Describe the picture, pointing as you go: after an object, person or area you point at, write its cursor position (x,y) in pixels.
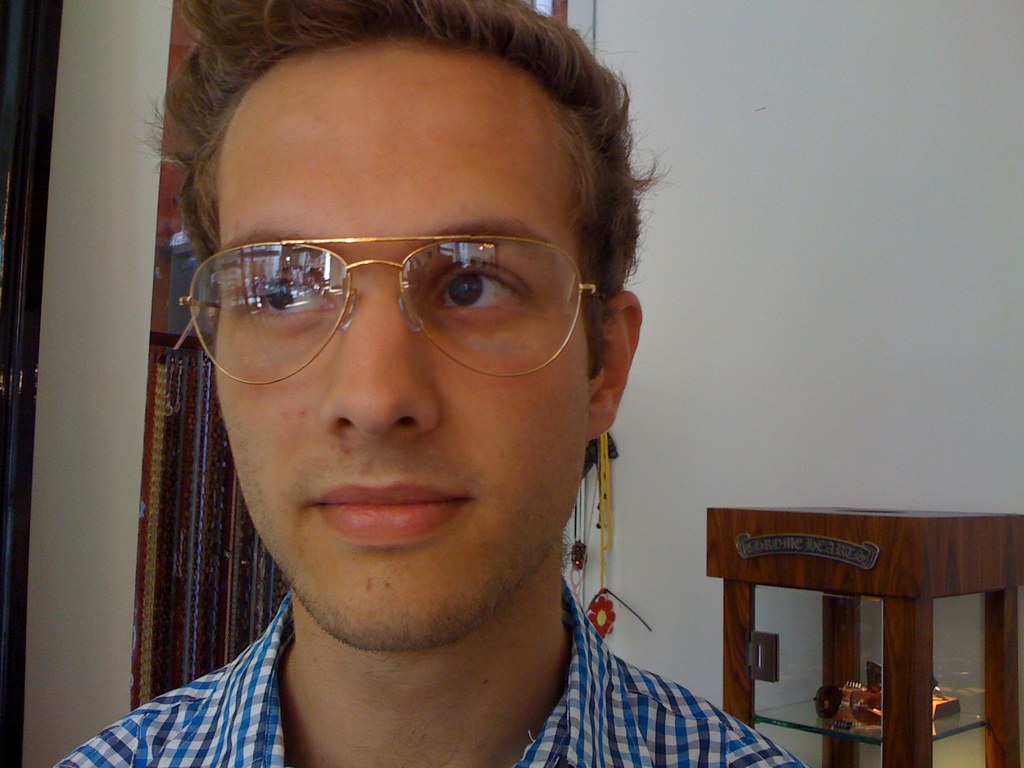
In this image there is a person (401,533) wearing glasses (298,331) is staring at something, behind the person (477,164) there is a wooden object (818,585).
